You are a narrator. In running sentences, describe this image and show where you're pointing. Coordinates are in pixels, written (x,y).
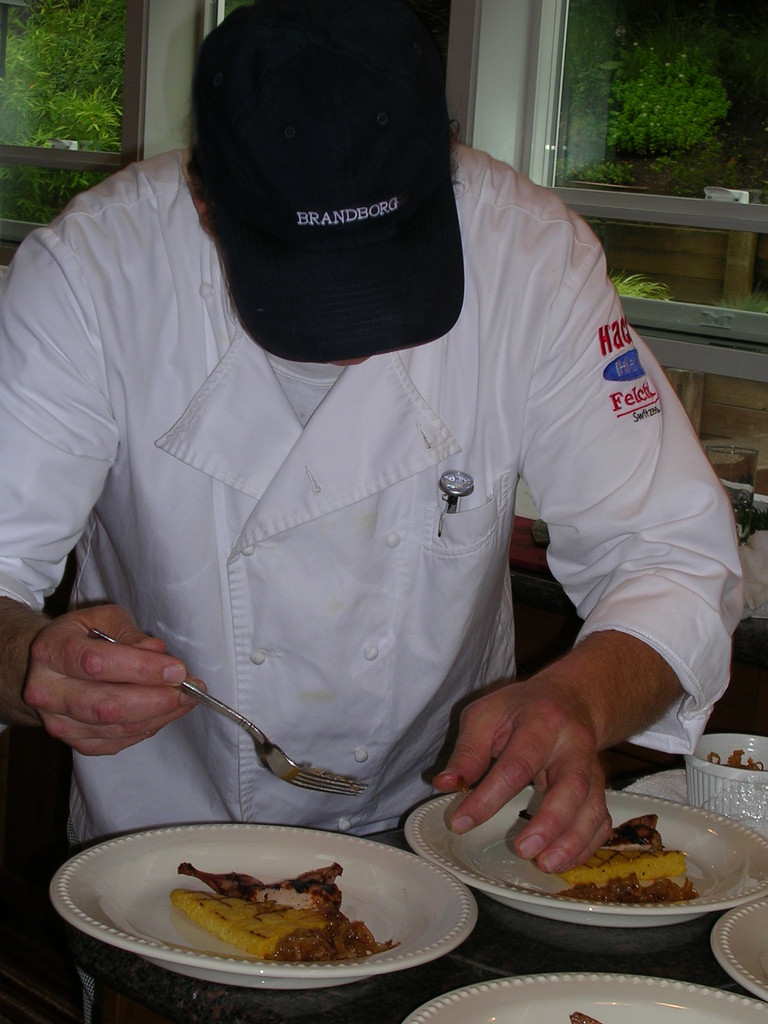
In this image there is a person (249,213) wearing a cap (315,361) is holding a fork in his hand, in front of the person (338,464) on the table (481,924) there are four plates (360,940), in each plate (347,849) there are some food items (258,921), behind the person (328,329) there is a glass window (124,91), behind the window (124,146) there are trees (663,40).
